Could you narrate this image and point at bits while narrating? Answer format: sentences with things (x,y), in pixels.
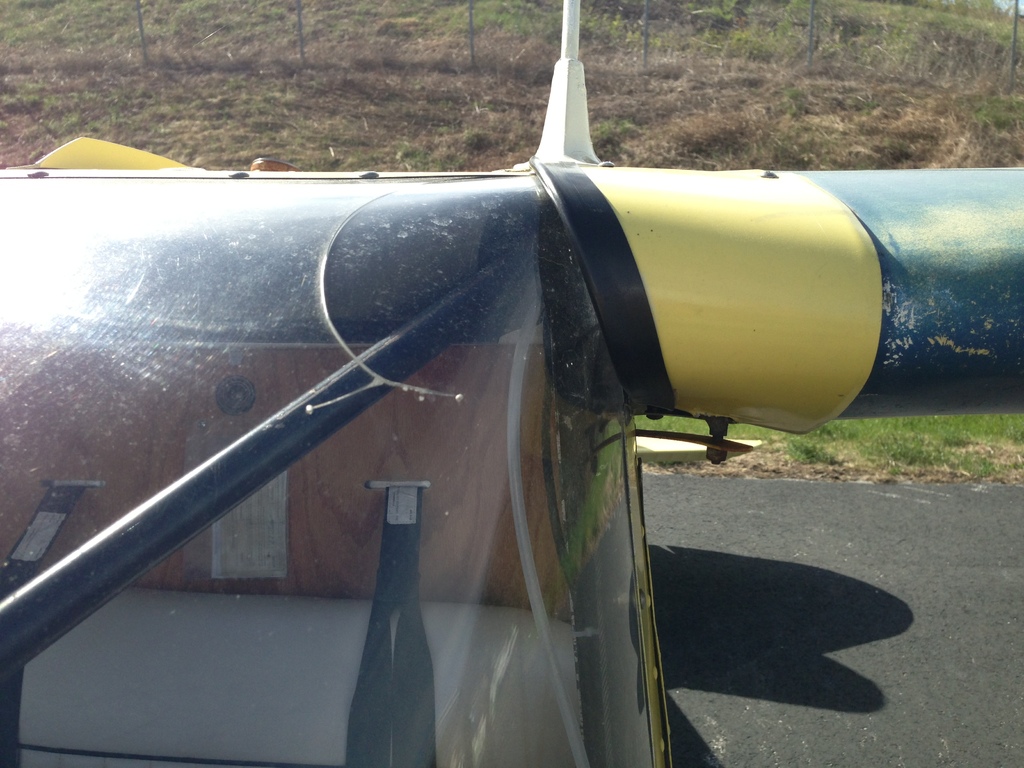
In this image I can see a vehicle (357,336) on the road (849,576). On the top of the image (616,58) I can see the ground (264,92) and the grass (880,44).
